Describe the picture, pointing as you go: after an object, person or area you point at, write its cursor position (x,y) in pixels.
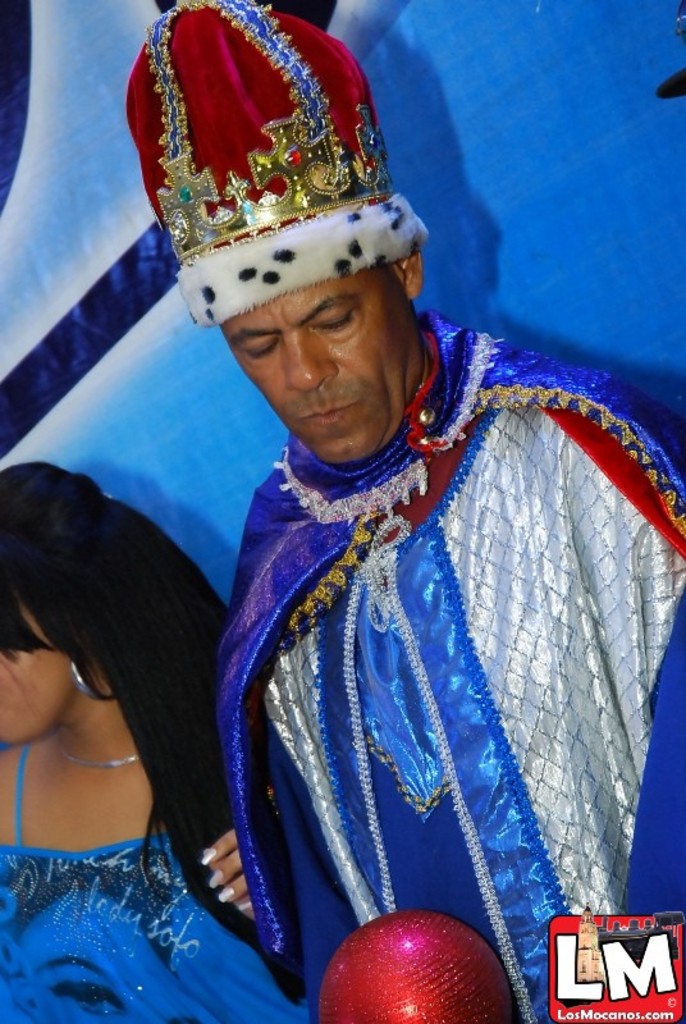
In this image we can see there is a person (325,705) and a lady (180,877) standing. In the background (509,206) there is a banner (544,173).
